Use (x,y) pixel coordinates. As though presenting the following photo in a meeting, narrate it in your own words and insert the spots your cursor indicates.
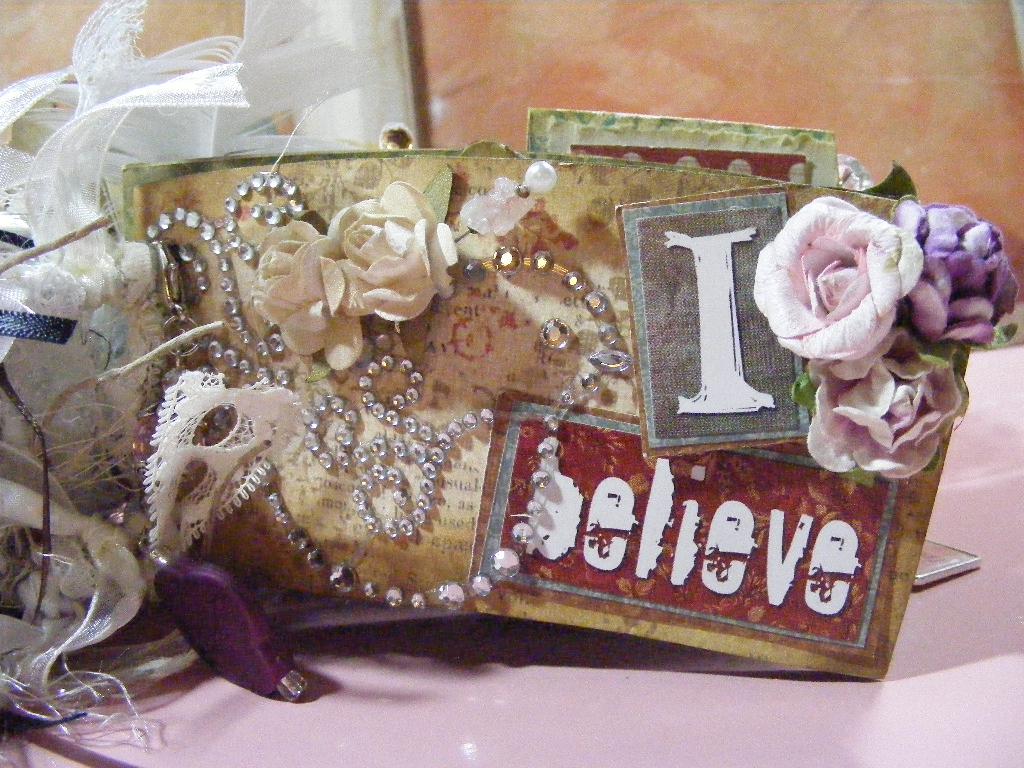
Here in this picture we can see a table (1010,486) present, on which we can see some gift items (445,505) present over there and in the front (892,271) we can see some artificial flowers (833,268) also present on it over there.
